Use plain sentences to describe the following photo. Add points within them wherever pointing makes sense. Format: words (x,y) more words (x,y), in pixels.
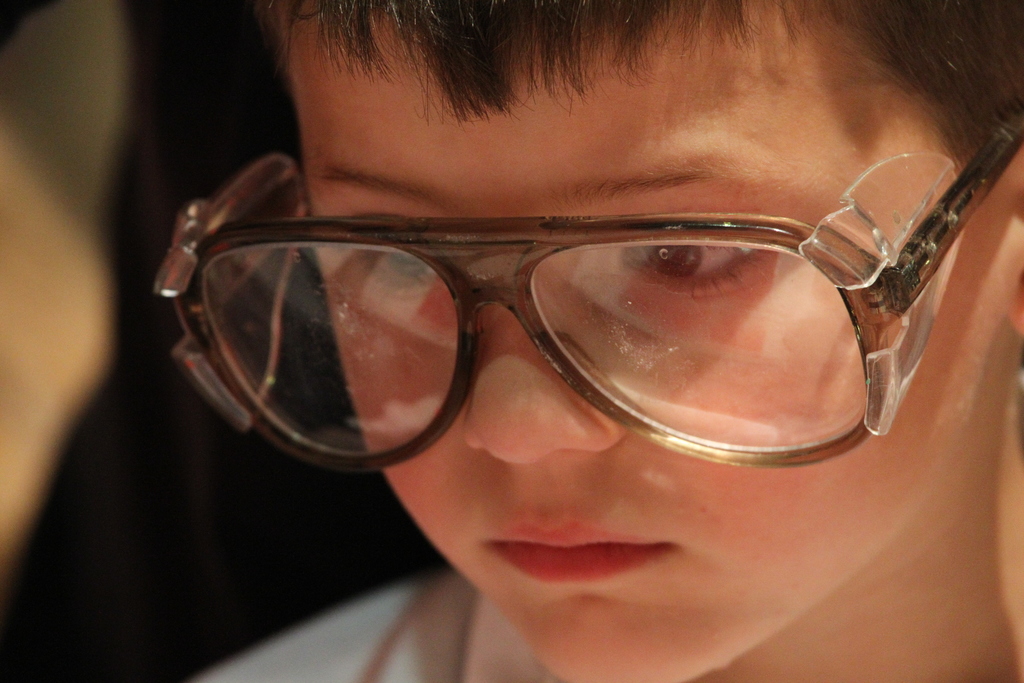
In this picture I can see there is a boy (552,645) sitting and looking at the floor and he has spectacles (595,295) and the backdrop (245,570) is dark.
